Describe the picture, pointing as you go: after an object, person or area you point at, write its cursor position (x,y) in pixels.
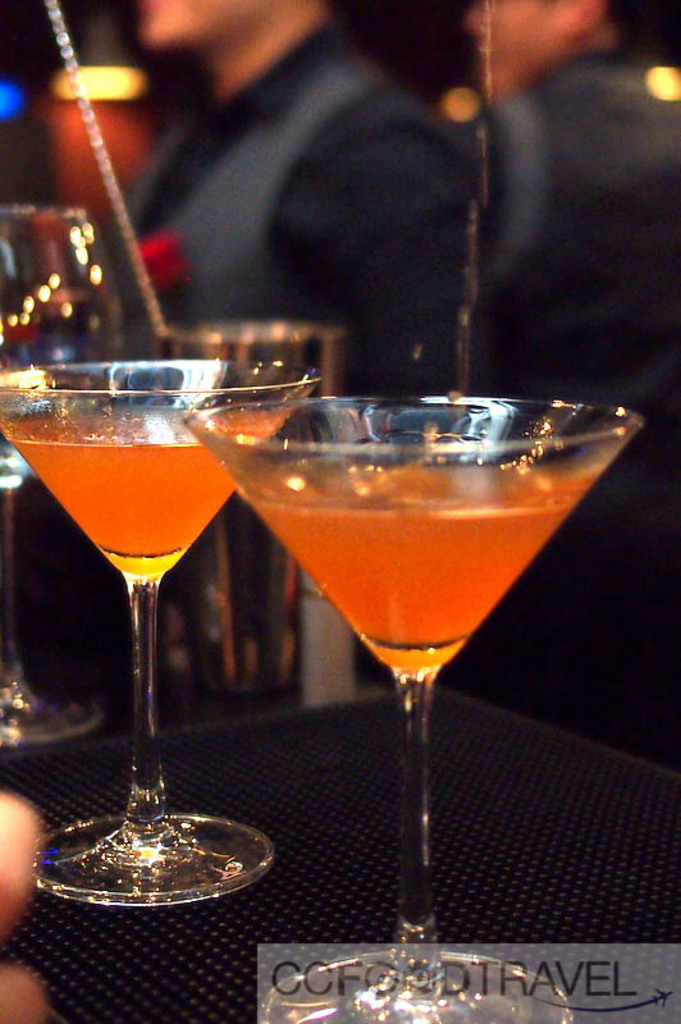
In front of the image there is a table (283,795). On top of it there are glasses (341,508) with juice (377,518) in it and there are some other objects (210,578). On the left side of the image (8,902) we can see the fingers (28,993) of a person (4,916). In the background of the image (241,211) there are two people (466,232) standing. There is some text (409,955) at the bottom of the image (337,993).
